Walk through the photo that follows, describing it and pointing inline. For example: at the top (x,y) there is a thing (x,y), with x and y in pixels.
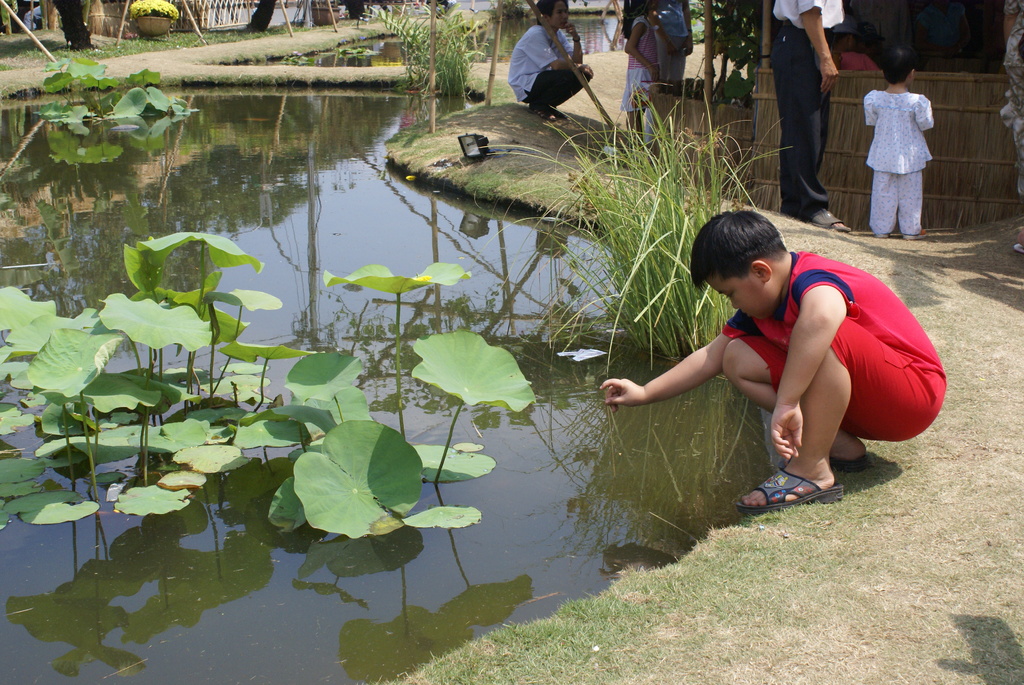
In this image there is water (133,188) towards the left of the image (156,349), there are plants (164,379), there is grass (191,34), there is a flower pot (157,23) towards the top of the image (322,13), there are objects (219,13) towards the top of the image (355,17), there are persons (654,21) towards the top of the image (641,20), there is a child (891,101) standing, there are persons (773,337) sitting, there is a light (481,137) on the ground (516,124), there is a person (1013,105) towards the right of the image (1014,20), there is an object (965,108) towards the right of the image (974,133), there is a shadow (983,638) towards the bottom of the image (989,640).
